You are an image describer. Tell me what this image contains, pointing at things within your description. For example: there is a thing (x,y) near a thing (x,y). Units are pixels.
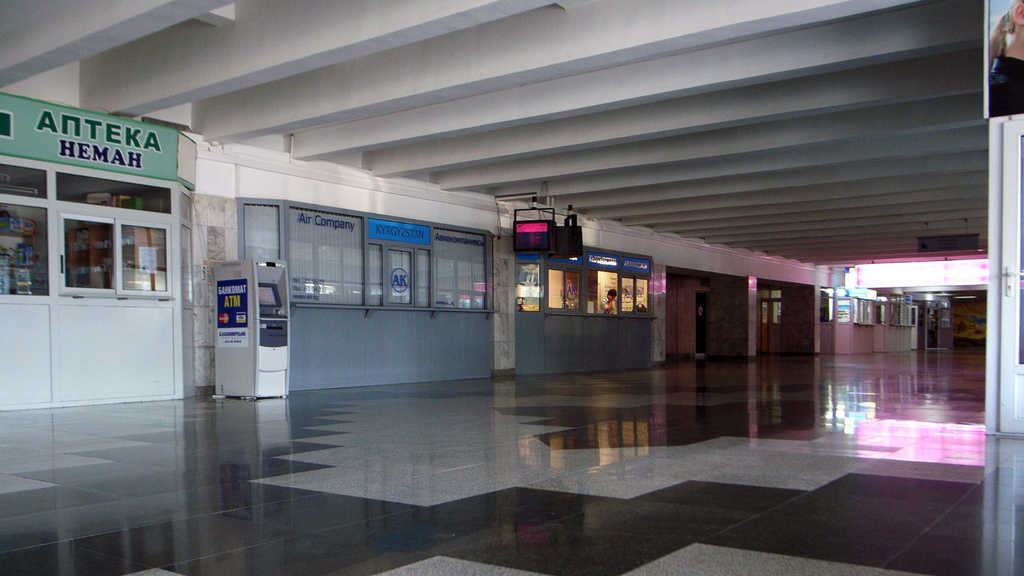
In this picture we can see ATM machine (237,334) which is near to the door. Here we can see a man (615,301) who is standing inside the shop (575,288). On the top left (16,100) there is a board (57,104). On the right (899,278) background (869,290) we can see doors (944,326), windows (898,326) and lights (983,269). Here we can see a screen (543,241). On the top right corner (1017,82) there is a poster (999,47). On the bottom (681,473) we can see a granite floor (664,484).
